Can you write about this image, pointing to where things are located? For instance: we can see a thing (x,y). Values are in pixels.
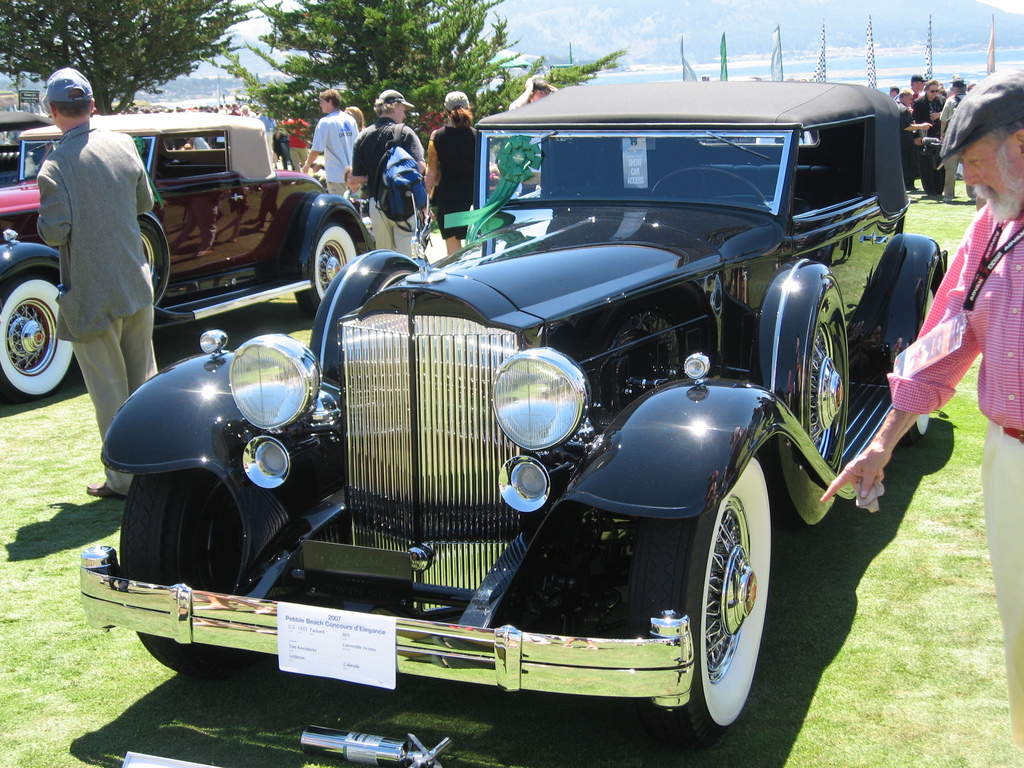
In this image I can see a car (550,454) which is black in color is on the ground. I can see a person (991,356) wearing pink, cream and black colored dress (1001,359) is standing. In the background (124,195) I can see few other cars (167,168), few persons (66,133) standing, few trees (110,102), few flags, the water (893,58), a mountain (980,41) and the sky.
